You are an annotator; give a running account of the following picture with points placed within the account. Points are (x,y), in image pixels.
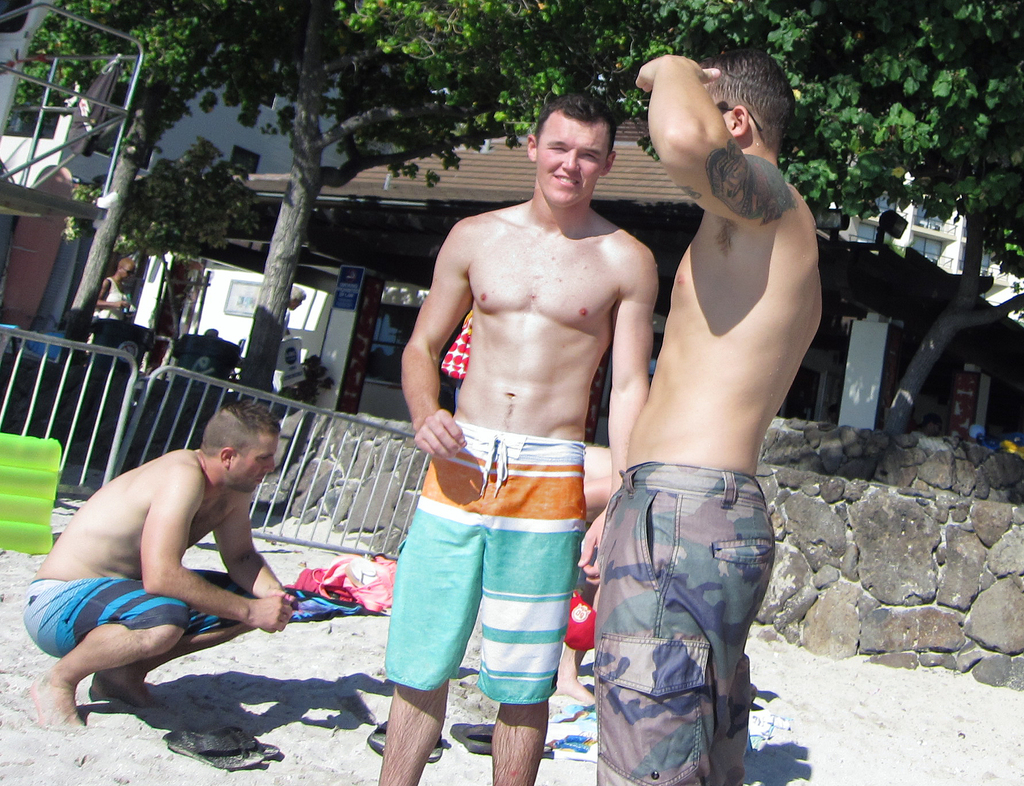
In this picture I can see 3 men (486,360) in which the man (226,592) on the left (159,551) is sitting and 2 men (407,384) on the right (738,353) are standing and I see the sand (337,650). In the background (166,313) I see the trees (460,43) and the buildings (978,335) and I see the fencing (114,387) and the wall (318,488) in the center of the image (348,462).
